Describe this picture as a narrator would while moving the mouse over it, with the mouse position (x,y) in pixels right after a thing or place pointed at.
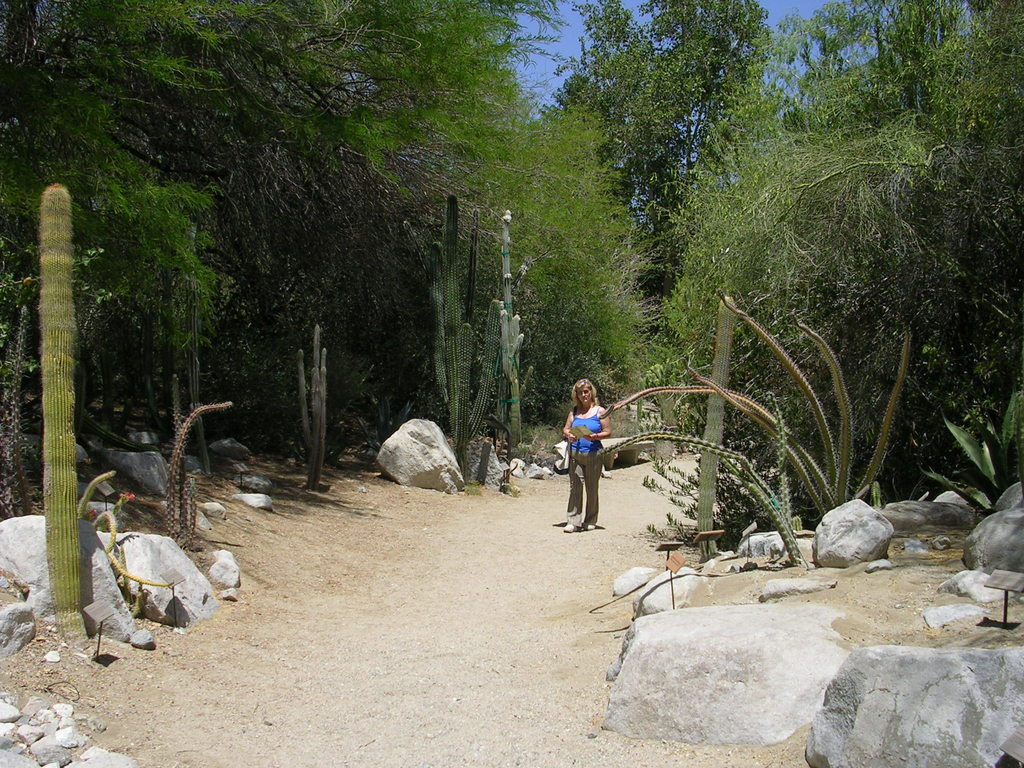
In this image, in the middle (597,472) there is a woman (577,462). In the middle (636,498) there are trees (29,166), plants (205,434), stones (1018,715), land (516,534), sky (561,27).
